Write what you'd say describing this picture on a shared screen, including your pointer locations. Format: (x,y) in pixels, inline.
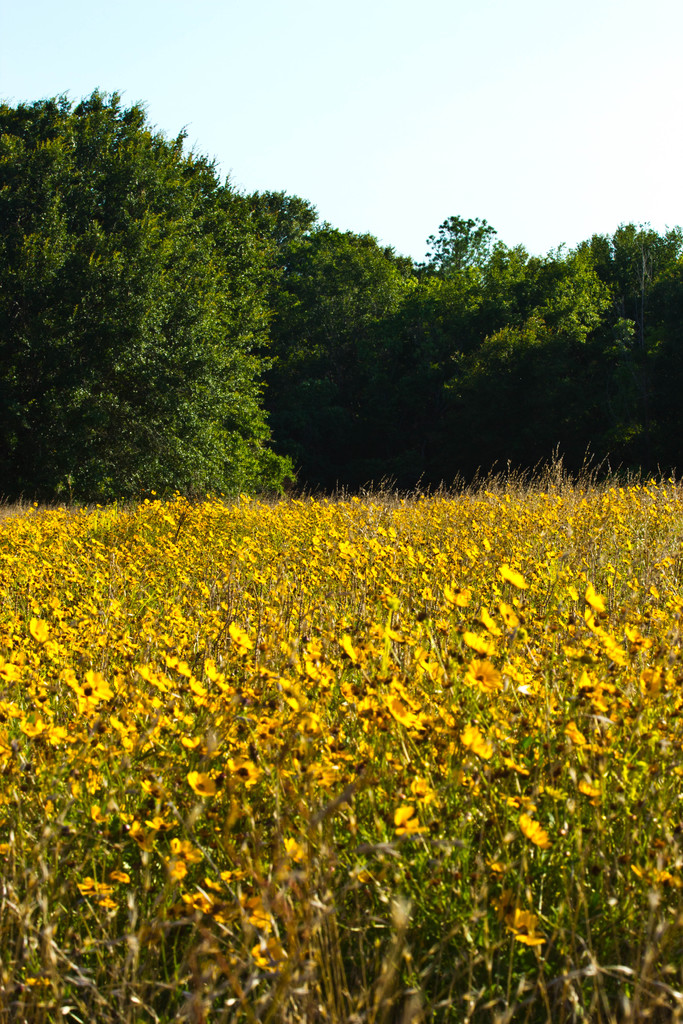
In this image there are plants (284,799) with flowers (656,613) in the foreground (468,693). There are trees (339,354) in the background (643,279). And there is sky (399,154) at the top (432,172).
